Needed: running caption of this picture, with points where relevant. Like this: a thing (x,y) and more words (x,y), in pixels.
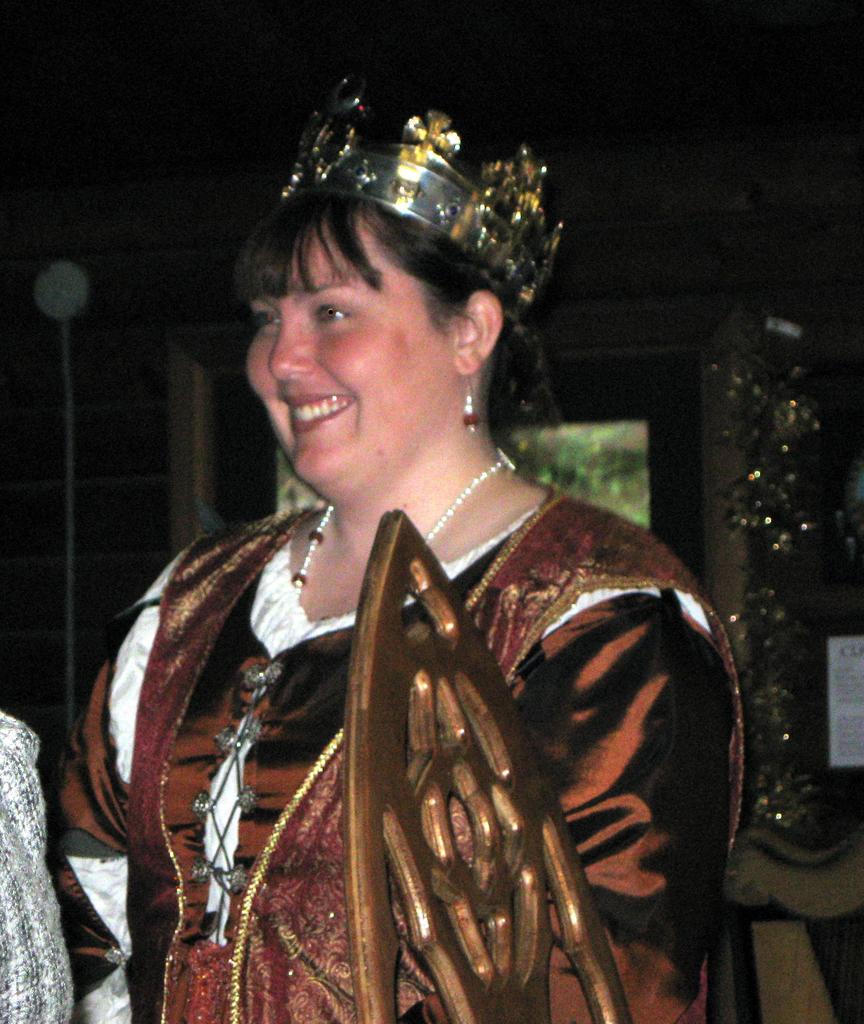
There is a woman (395,477) smiling and wore crown (432,164). In the background (732,215) it is dark and we can see wall (685,188).
